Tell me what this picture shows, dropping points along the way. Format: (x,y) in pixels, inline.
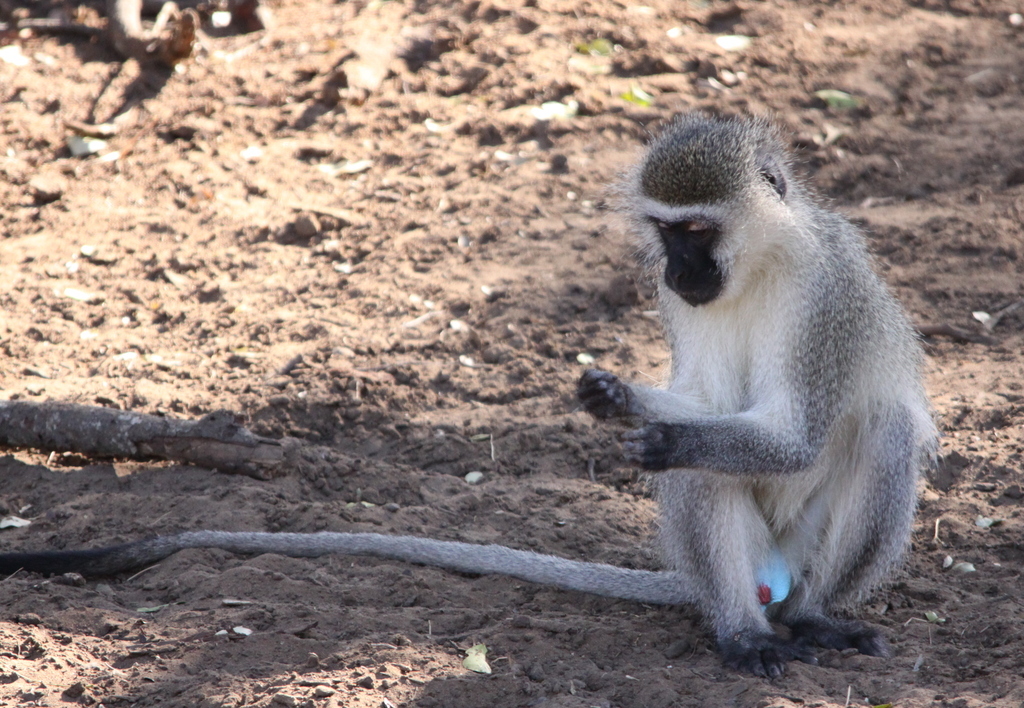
In front of the image there is a monkey (701,284). There are wooden poles (37,407). At the bottom of the image (377,607) there is a sand (355,219).
